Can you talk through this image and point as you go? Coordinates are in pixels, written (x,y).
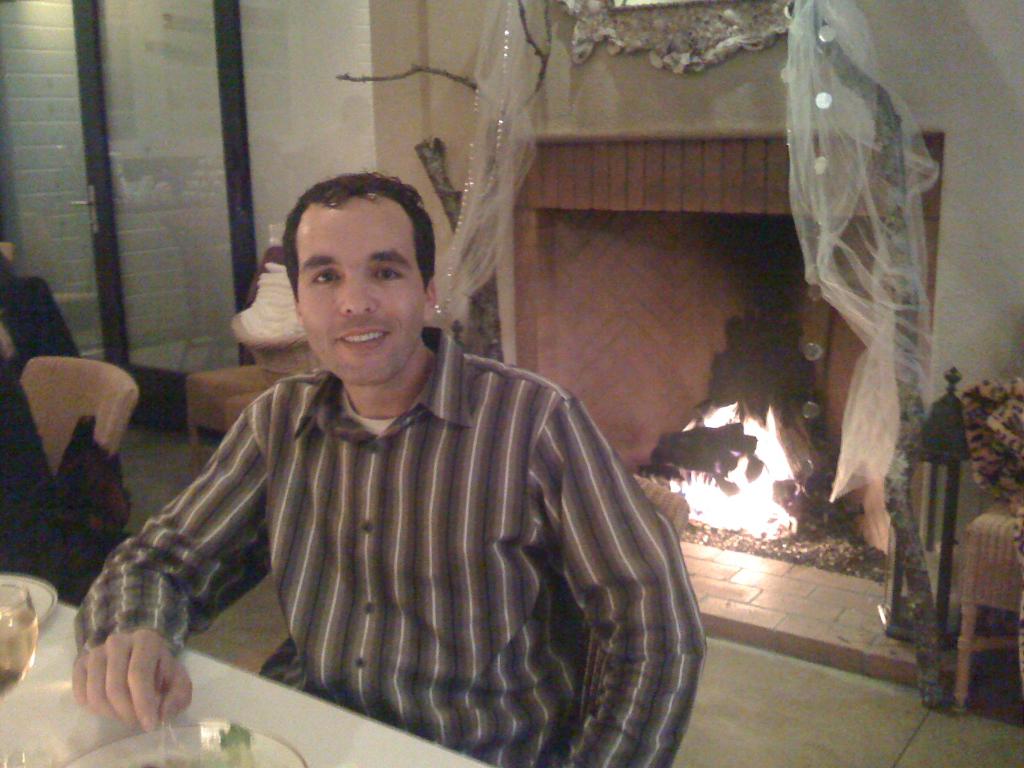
In the picture I can see a man (329,489) is sitting in front of a table (339,718). On the table (64,722) I can see a glass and some other objects (243,743). In the background (645,316) I can see a fire place (664,384), the fire (770,467), a wall (749,113) which has some objects (732,32) attached to it, a glass door (157,139) and some other objects (501,48).
